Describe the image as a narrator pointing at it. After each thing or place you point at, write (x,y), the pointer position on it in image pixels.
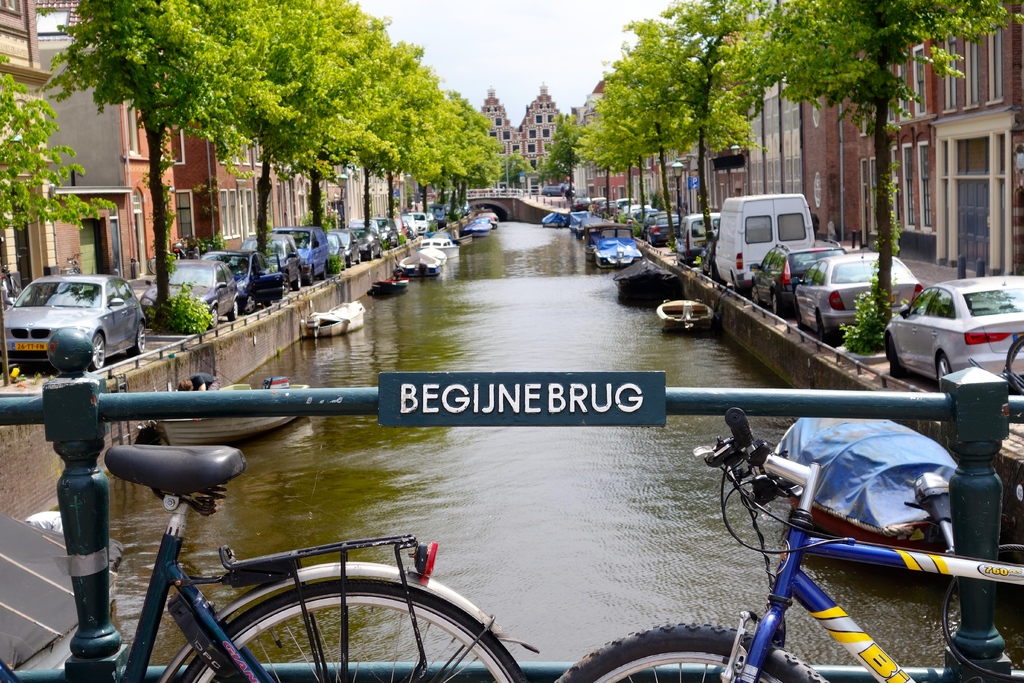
In the image there are two cycles (400,589), behind the cycles (202,581) there is a river (493,360) and there are boats (606,262) on the river (617,298). Around the river (652,330) there are cars (725,217), buildings (934,184), trees (590,139) and in the background (510,194) there is a bridge (488,191), behind the bridge (503,200) there is some architecture (519,140).
